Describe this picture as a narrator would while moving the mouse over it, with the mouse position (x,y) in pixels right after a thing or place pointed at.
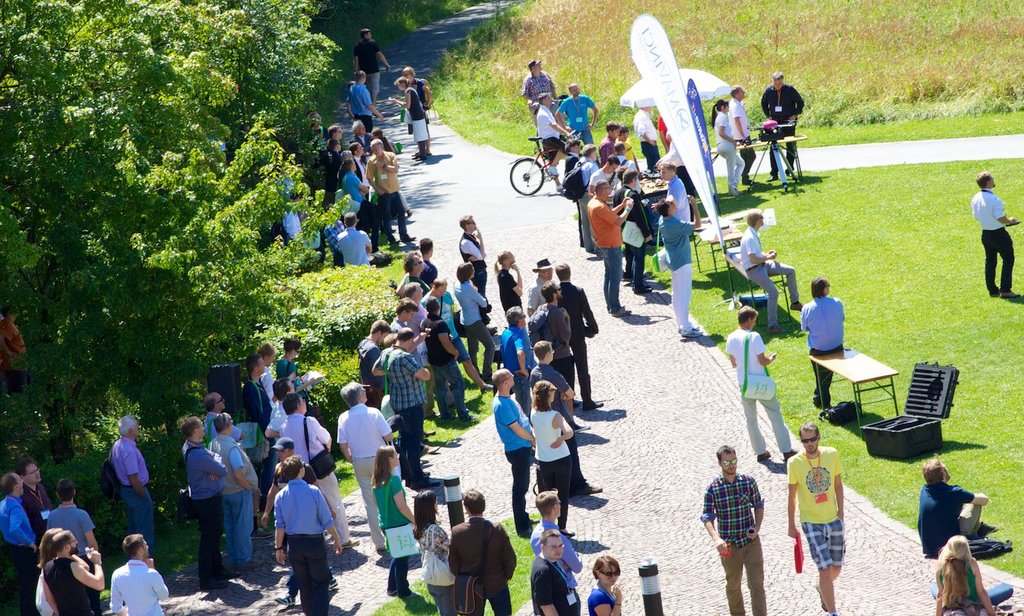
In this picture I can see there are many people (520,335) standing and there is a umbrella (630,93) here and a banner (694,120), there is grass (878,326) on the floor (890,348) and there are trees (84,75).
